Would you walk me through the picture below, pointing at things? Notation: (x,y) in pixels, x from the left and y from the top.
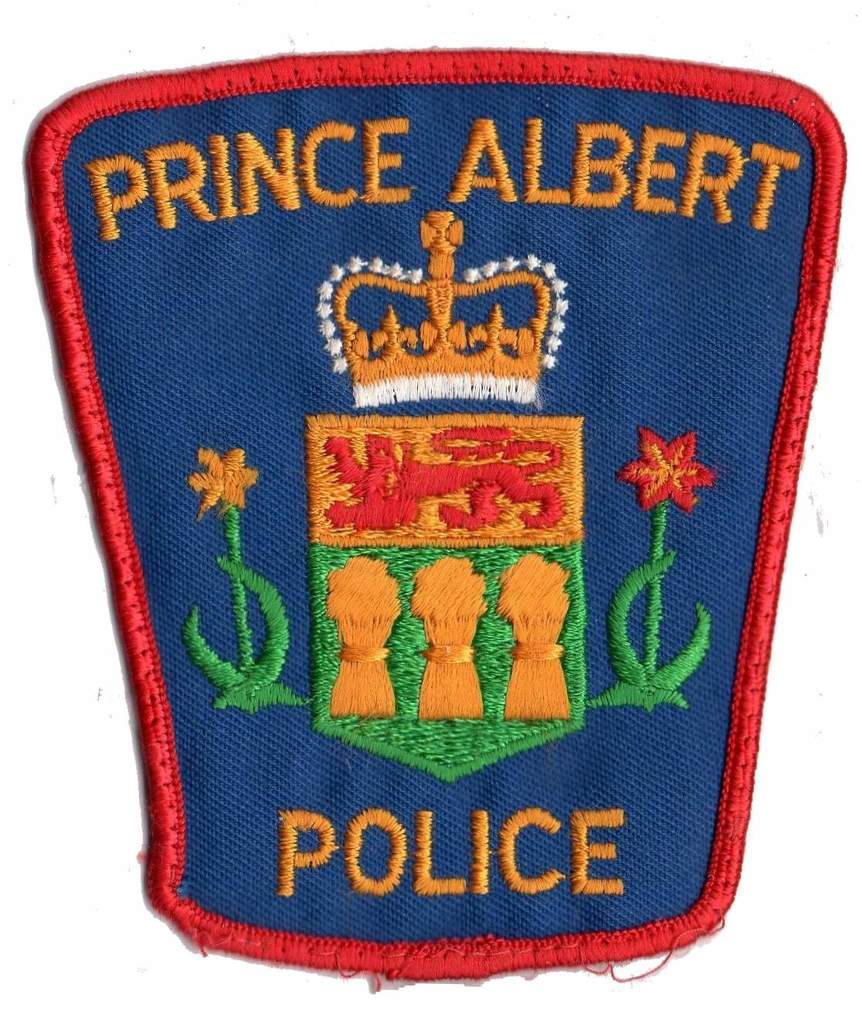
In this image I can see the badge (407,852) which is colorful and something is written on the badge (371,413). I can see the white background (812,624).
